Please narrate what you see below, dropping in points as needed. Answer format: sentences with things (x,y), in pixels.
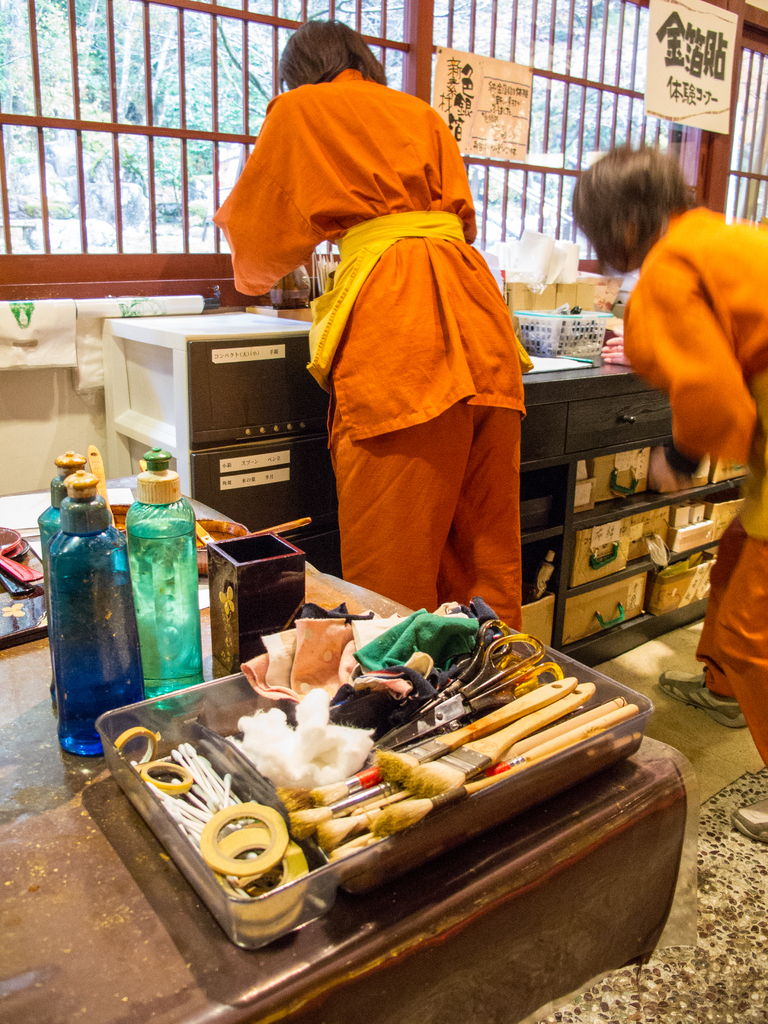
In this image there are few brushes (409,770), scissor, cloth (425,653), three bottles (74,622) on a table (43,711), two persons (369,485) are standing and doing some work. At the background (222,117) i can see a railing (186,66) and a tree (185,63).
